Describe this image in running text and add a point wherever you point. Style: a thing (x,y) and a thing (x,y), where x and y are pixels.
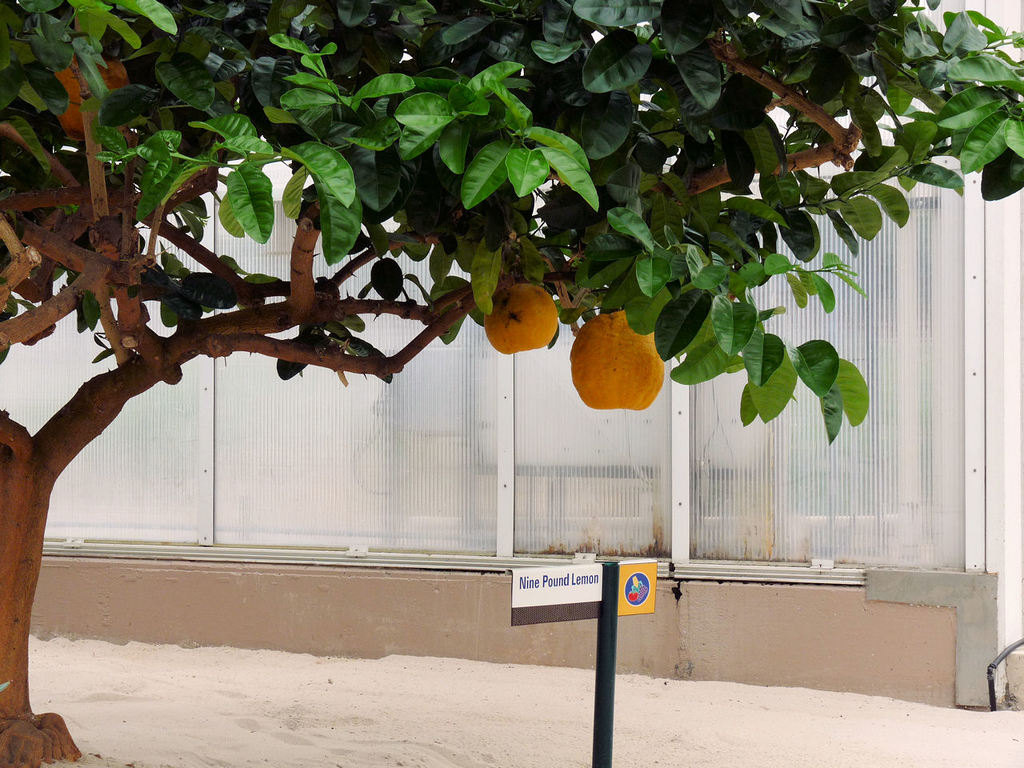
In this image I can see a tree (198,314) which is brown and green in color and to it I can see few fruits (602,322) which are orange in color. I can see the sand (590,722), a black colored pole (602,621) with two boards (589,595) and the building (410,594).
